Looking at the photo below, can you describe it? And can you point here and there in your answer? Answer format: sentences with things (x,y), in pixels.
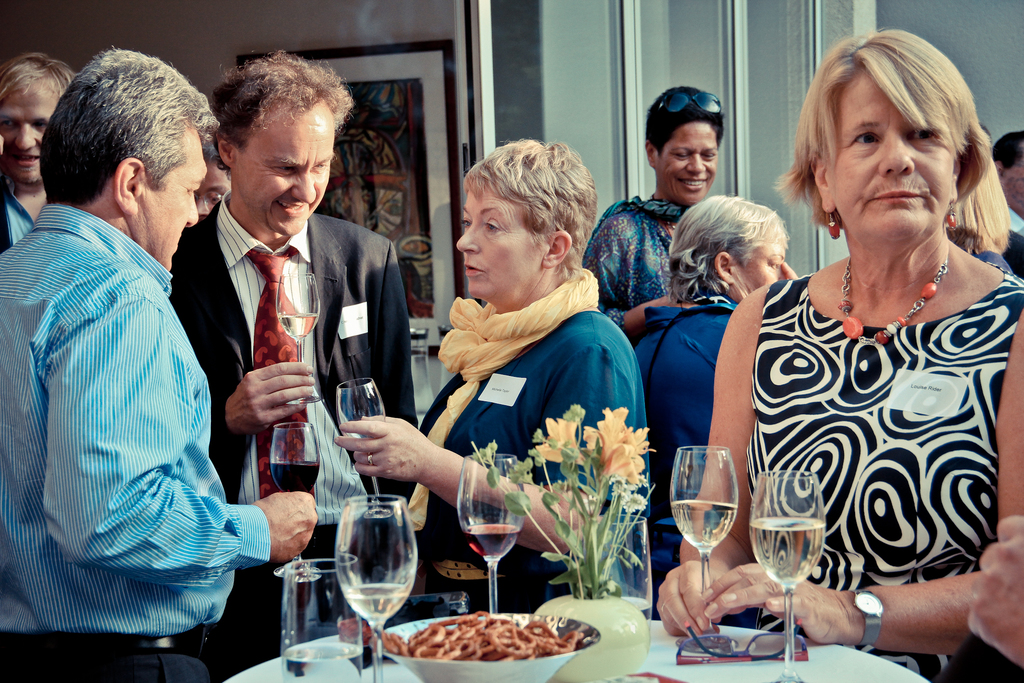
In the image few people (37,216) are standing. Behind them there is a wall (130,2) on the wall (458,36) there is a frame (424,117). Bottom of the image (263,676) there is a table (368,671) on the table (384,678) there are some glasses (802,528) and bowl (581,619) and there is a flower pot (609,602).
